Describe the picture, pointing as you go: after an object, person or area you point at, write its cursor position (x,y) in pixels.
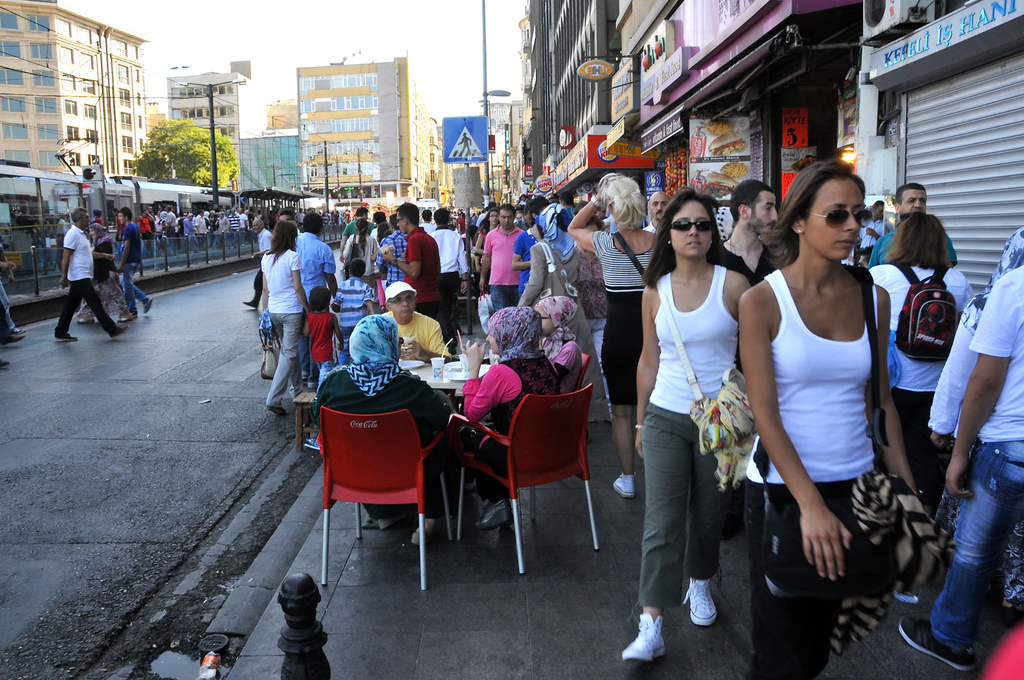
In the image we can see there are people (488,220) standing on the footpath (482,331) and there are other people (387,320) sitting on the chairs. There are few people (98,223) crossing the road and there is a train (131,200). Behind there is a tree (225,143) and there are lot of buildings (227,115). There are street light poles (210,102) and the sky (227,33) is clear.
